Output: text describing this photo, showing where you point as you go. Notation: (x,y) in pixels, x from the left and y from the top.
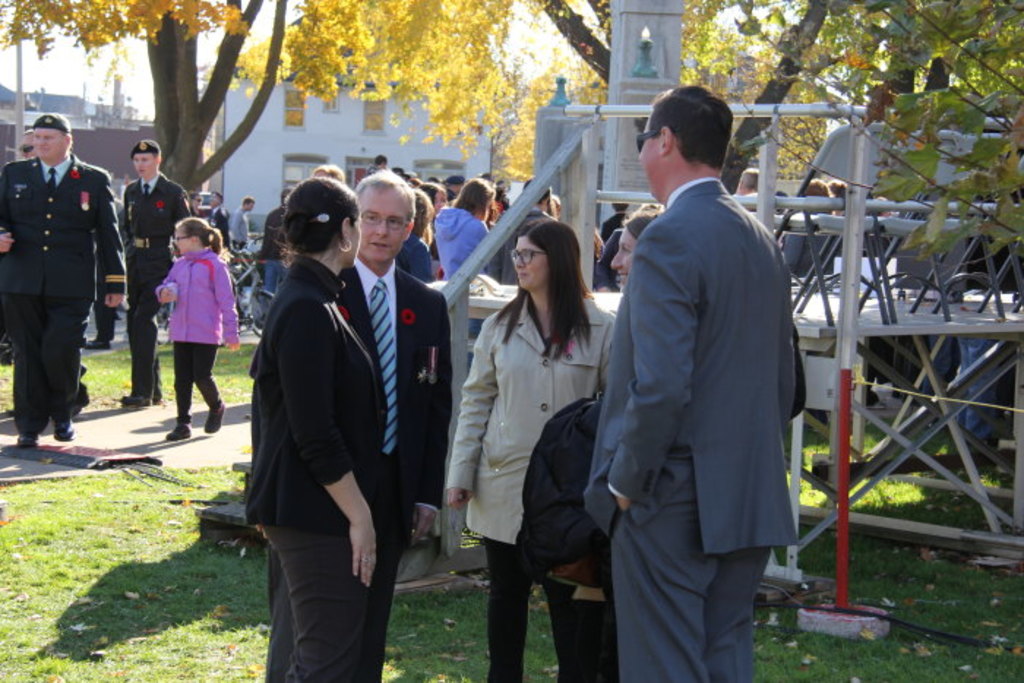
In this picture there are people (301,416) and we can see grass (189,476), path (120,442), railings (459,281), trees (1005,182) and bicycle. In the background of the image (125,109) we can see buildings (302,126) and sky (122,101).
